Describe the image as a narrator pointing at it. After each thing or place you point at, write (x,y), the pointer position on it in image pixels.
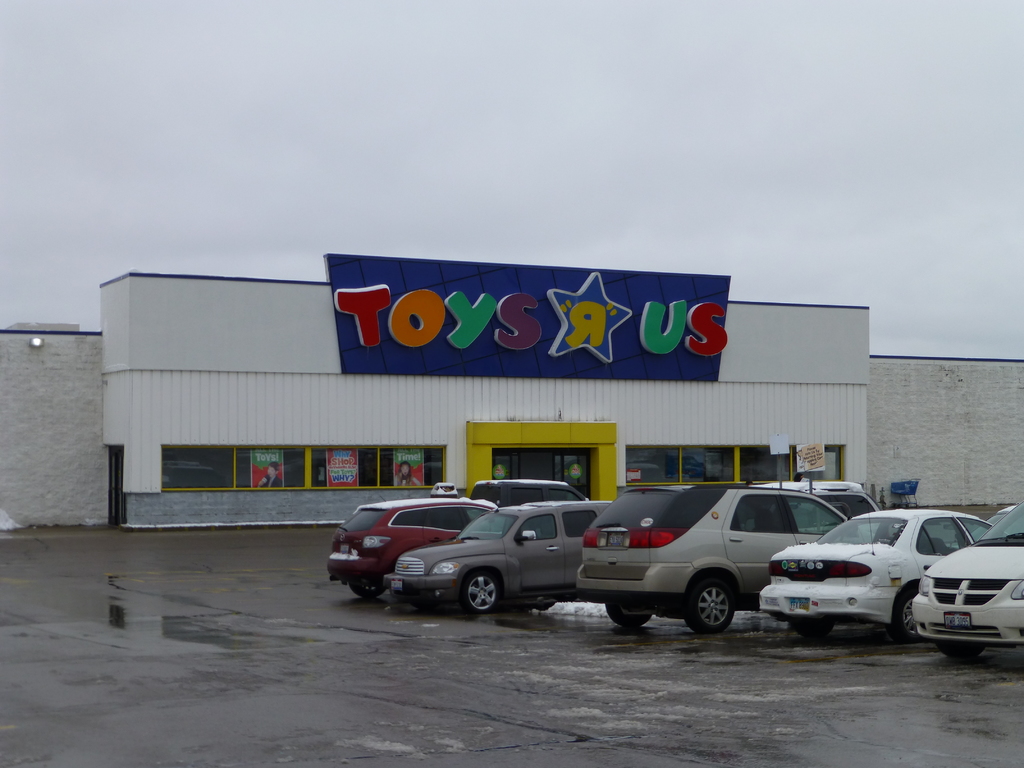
In this image we can see a store (474,290) with some text (359,296) on the top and we can also see vehicles (419,529) and sky (286,182).
